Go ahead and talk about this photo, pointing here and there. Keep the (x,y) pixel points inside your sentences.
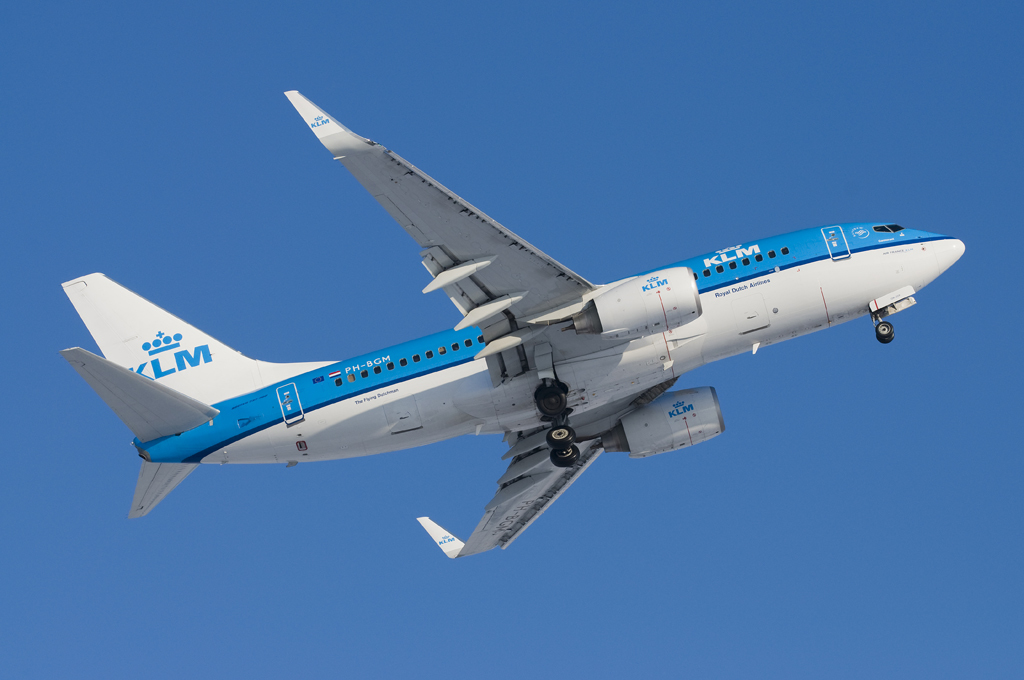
In the center of the image (488,338) an aeroplane (525,393) is there. In the background of the image (619,135) sky (706,604) is present.
